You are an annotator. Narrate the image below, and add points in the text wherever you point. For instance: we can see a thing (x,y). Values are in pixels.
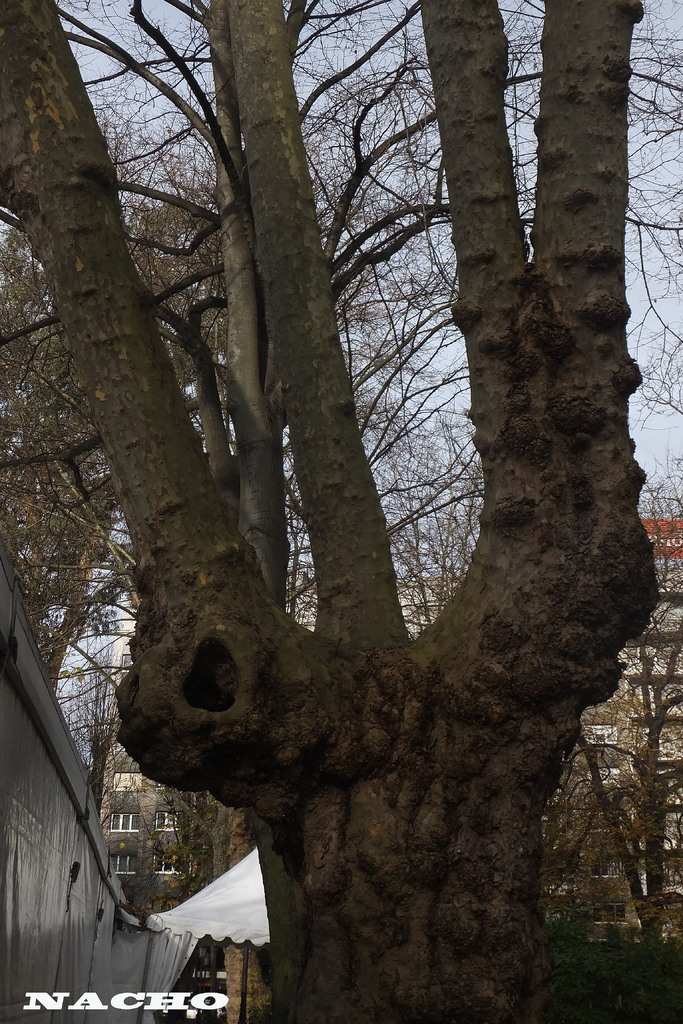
In this image there is a tree trunk (435,717) in the middle (349,646). On the left side (86,874) there is a wall (40,824). In the background (195,907) there is a white color tent (213,913). Behind the tent (242,893) there are buildings (641,697). At the top (151,125) there is the sky (163,127).
